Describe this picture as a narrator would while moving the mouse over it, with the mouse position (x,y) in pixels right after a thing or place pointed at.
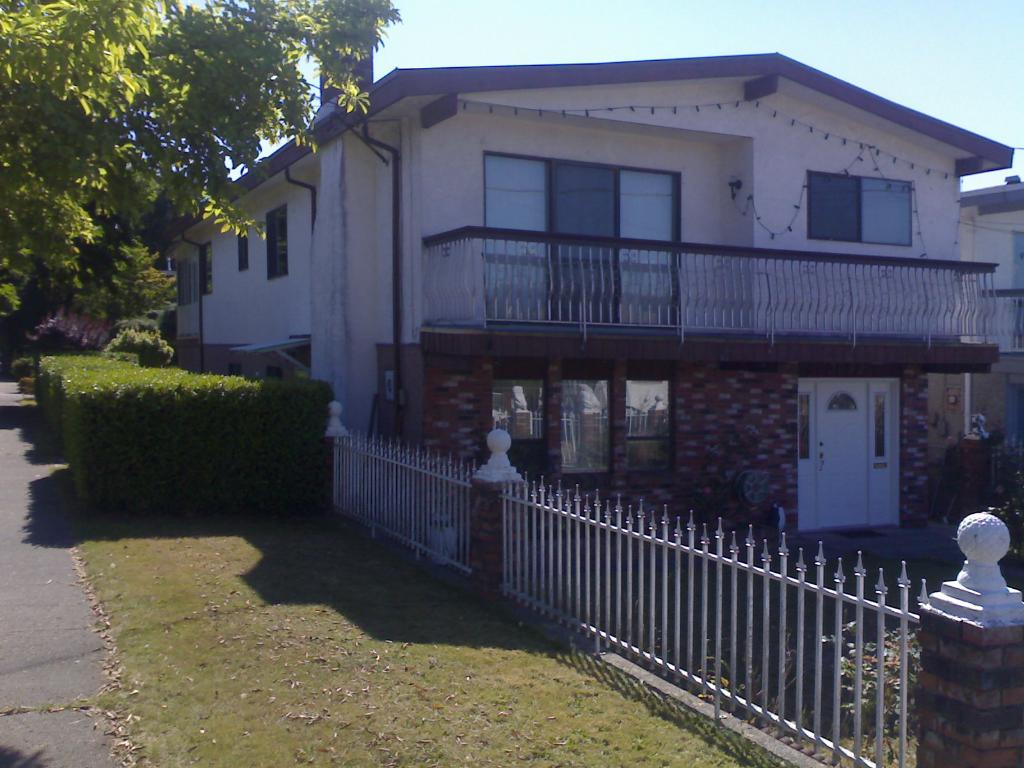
In this image I can see the house (737,264) and there is a fence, trees (4,247), bushes (256,444) visible on the left side (157,351), at the top (671,27) there is the sky (682,45).
